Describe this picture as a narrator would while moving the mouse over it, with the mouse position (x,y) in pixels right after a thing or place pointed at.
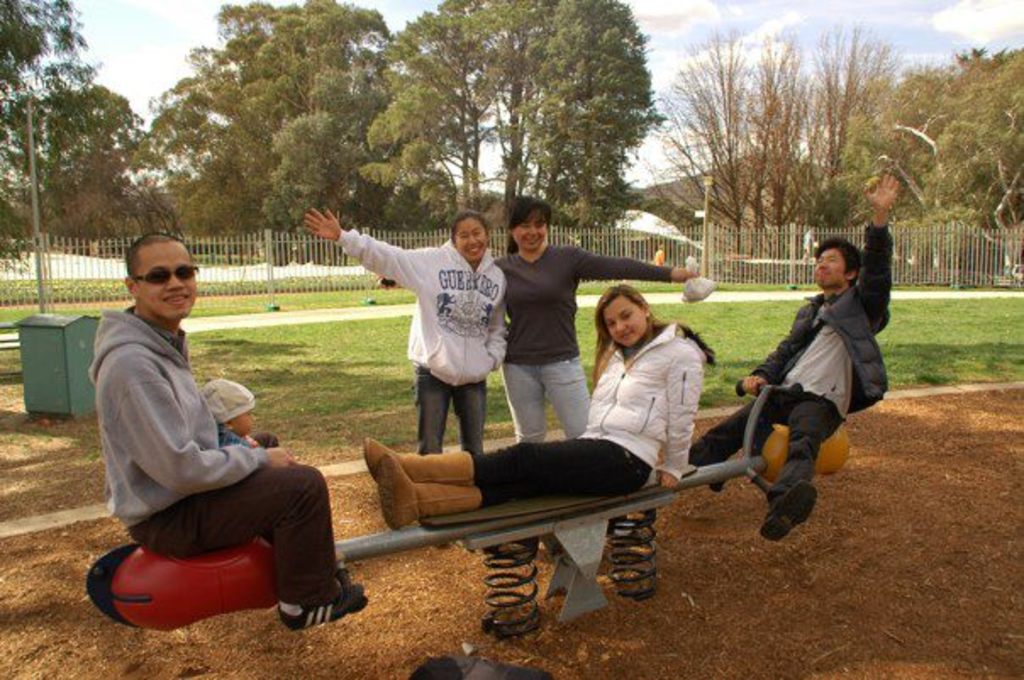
Here we can see a kid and three persons (324,564) are sitting on the seesaw (639,527). There are two persons (489,346) standing on the ground (580,641). This is grass (298,364). Here we can see a fence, poles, and trees (622,130). In the background (663,75) there is sky (127,65).
